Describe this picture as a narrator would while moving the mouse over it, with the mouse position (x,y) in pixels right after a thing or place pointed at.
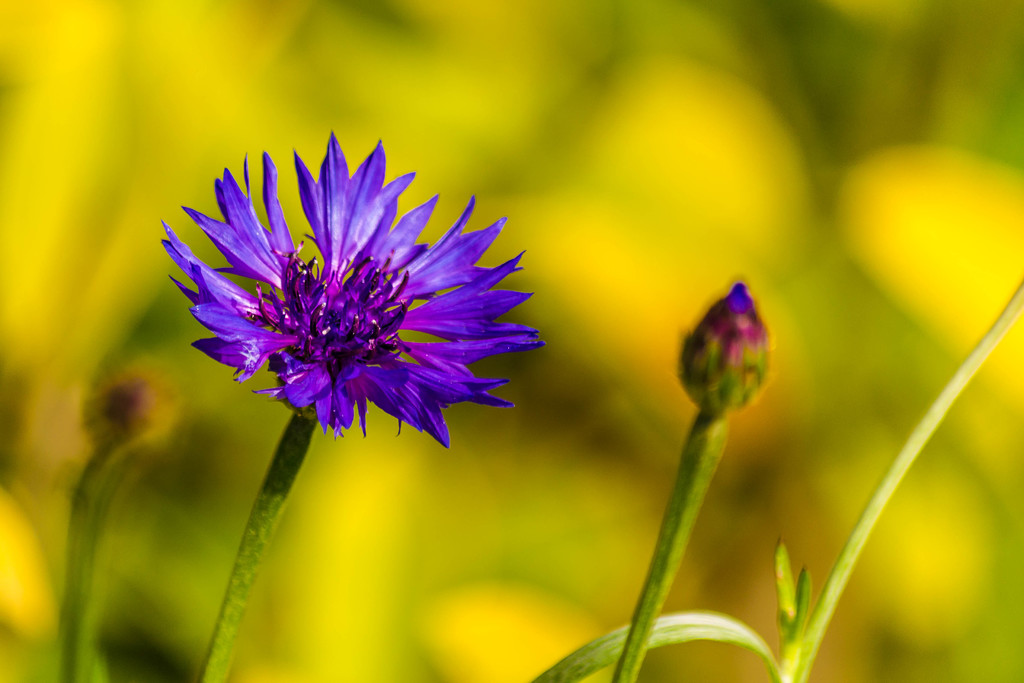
Front we can see flower (412,355), bud (708,359) and stem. Background (198,368) it is blur.
